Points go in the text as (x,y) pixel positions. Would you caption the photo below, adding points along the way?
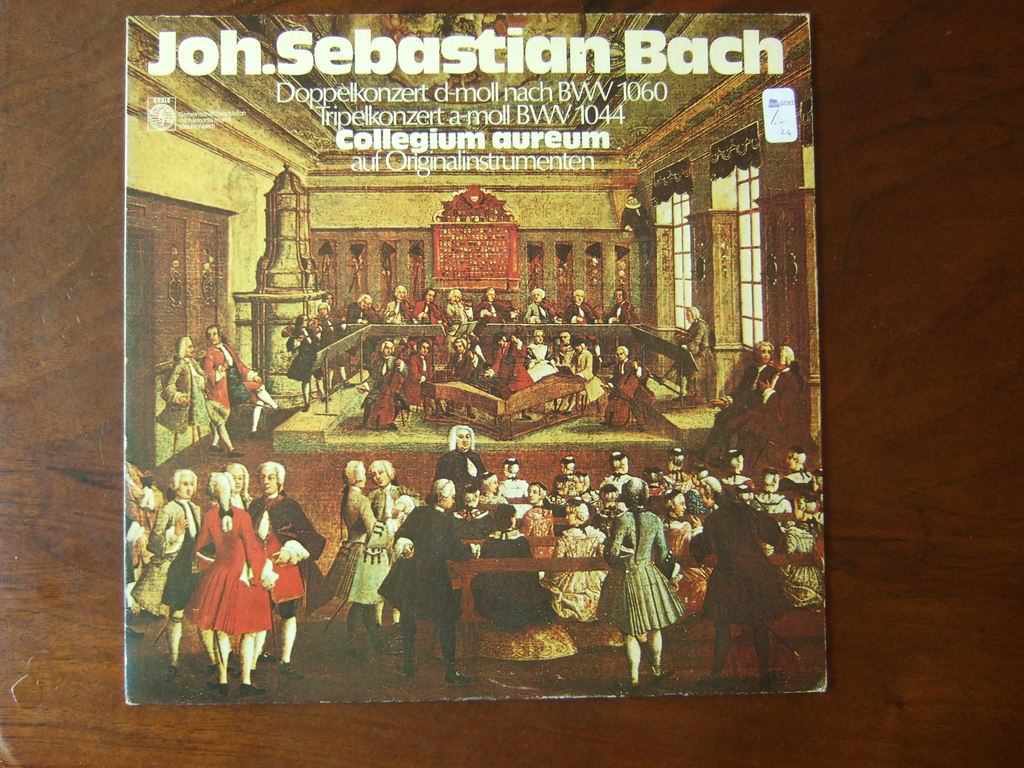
In this picture we can see the text (536,62), numbers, some people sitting on the benches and other objects (266,305) visible on a board (188,141). This board (269,461) is visible on the wooden wall (935,722).
